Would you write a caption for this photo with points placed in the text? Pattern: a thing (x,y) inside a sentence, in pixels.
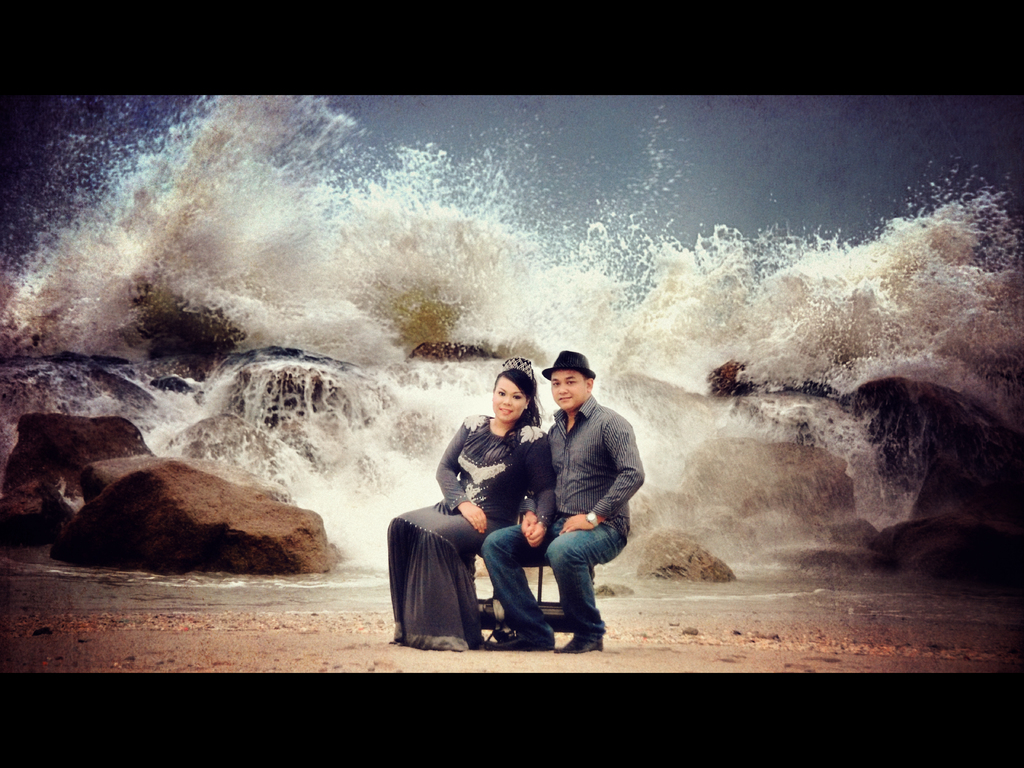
In the picture we can see a man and woman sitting on the bench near the sea (647,450) on the sand (821,649) and behind them we can see some rocks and water (821,276) flowing from the rocks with pressure.
